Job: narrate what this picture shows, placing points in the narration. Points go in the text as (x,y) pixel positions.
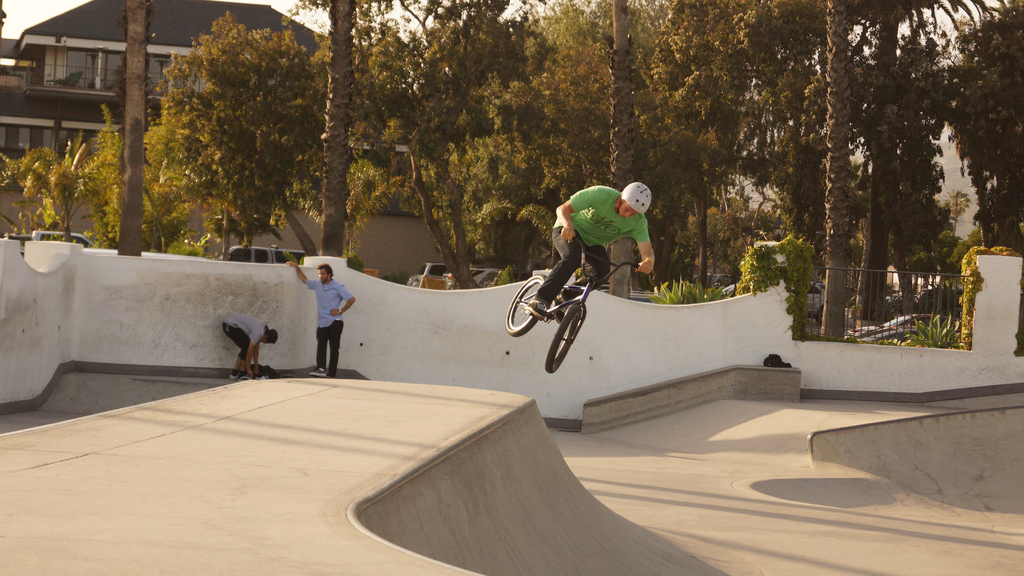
In this image we can see a few persons (539,290), one of them is riding on the bicycle (578,291), there is a house (13,70), plants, trees (312,86), vehicles (885,326), there are grills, also we can see the sky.
